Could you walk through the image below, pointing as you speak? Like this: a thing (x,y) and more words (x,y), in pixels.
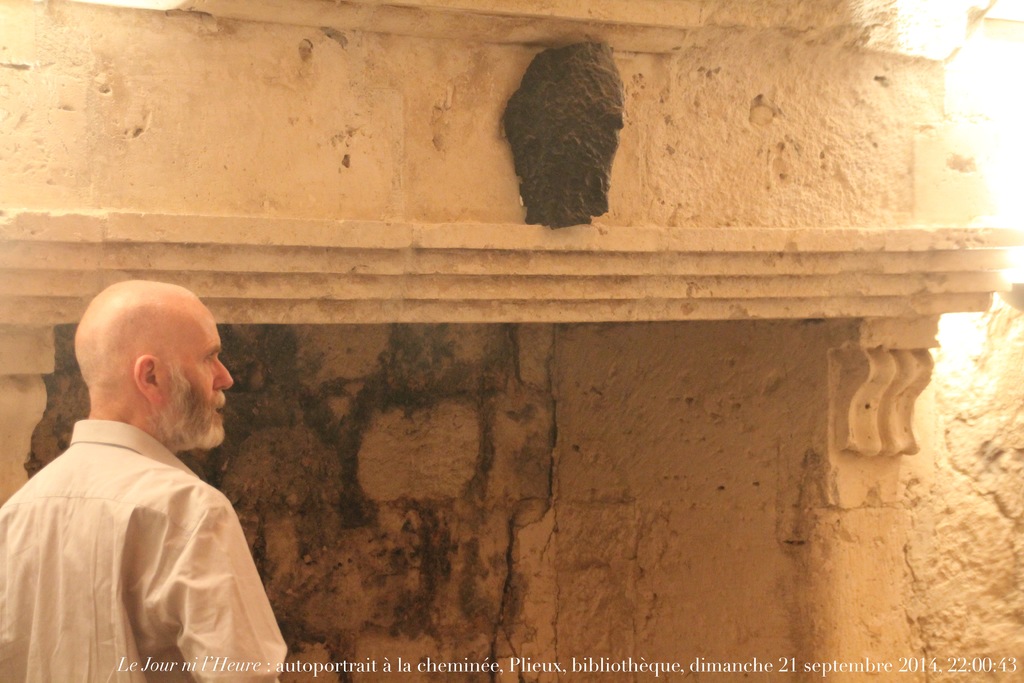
In the picture we can see person (87,538) wearing white color dress (128,527) standing and in the background (428,310) there is a wall (499,351).
